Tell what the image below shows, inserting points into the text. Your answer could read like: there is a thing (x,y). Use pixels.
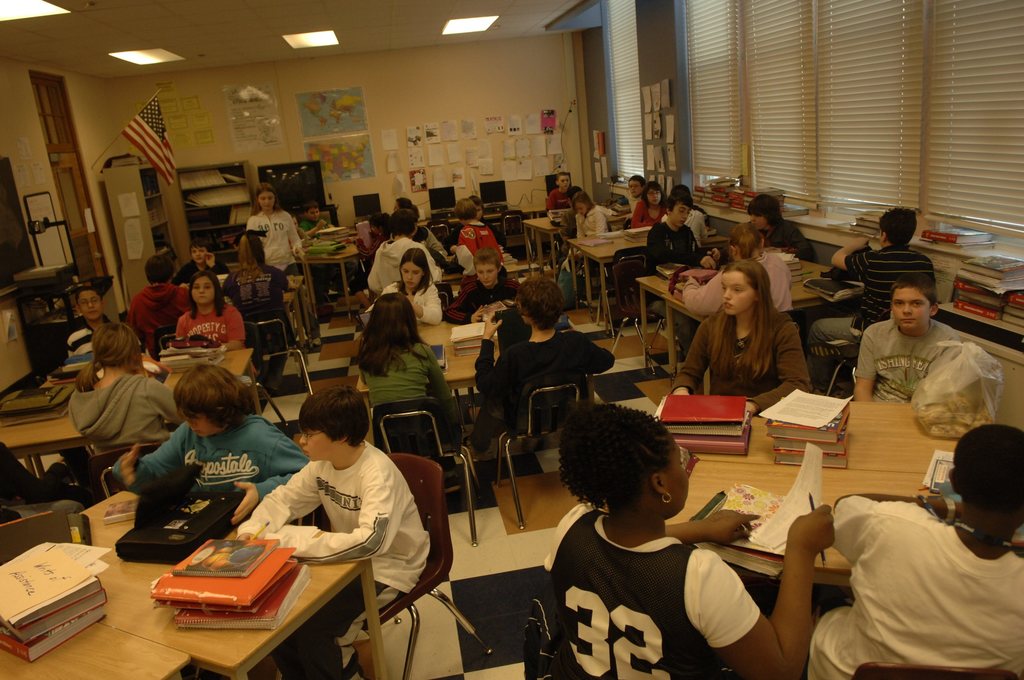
This image is taken in a closed room (492,566). In this image these tables (763,480) and chairs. There are groups of people (249,501) sitting in front of the table (750,475). On the table (864,429) there are books (819,442), papers (808,452) and some other objects (739,440). On the left side of the image (40,284) there is a table (48,301) and a blackboard (10,236), beside that there is a closed door (73,183), racks (153,182) and some papers (415,153) attached to the wall (502,137). On the other side of the image there are windows (849,145) and books (984,306). At the top (192,33) there is a ceiling (205,34) with lights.
